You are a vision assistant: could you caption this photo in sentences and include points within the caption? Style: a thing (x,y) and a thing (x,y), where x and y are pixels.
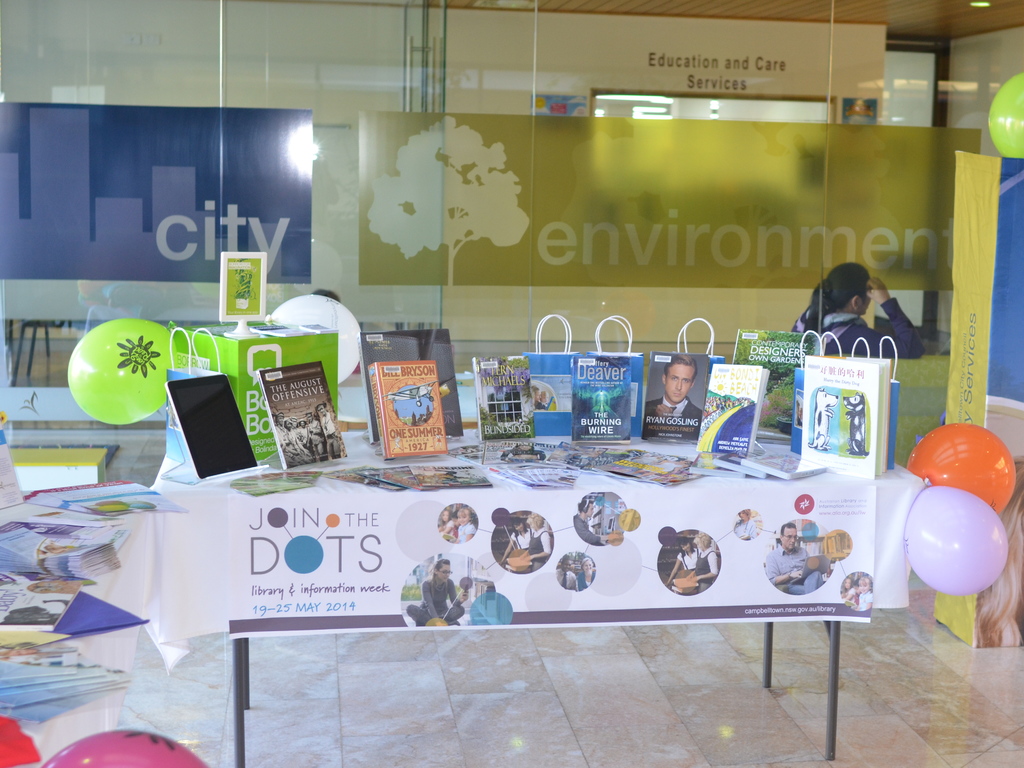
In the center of the image (397,399) we can see books (402,427), balloon (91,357) and covers (185,370) placed on the table (608,496). On the right side of the image (1021,240) we can see an advertisement (976,405) and balloons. On the left side of the image (132,761) we can see balloons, books (42,558) placed on the table (56,747). In the background (191,157) we can see grass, wall (537,84), door (460,98) and advertisement (237,218).
